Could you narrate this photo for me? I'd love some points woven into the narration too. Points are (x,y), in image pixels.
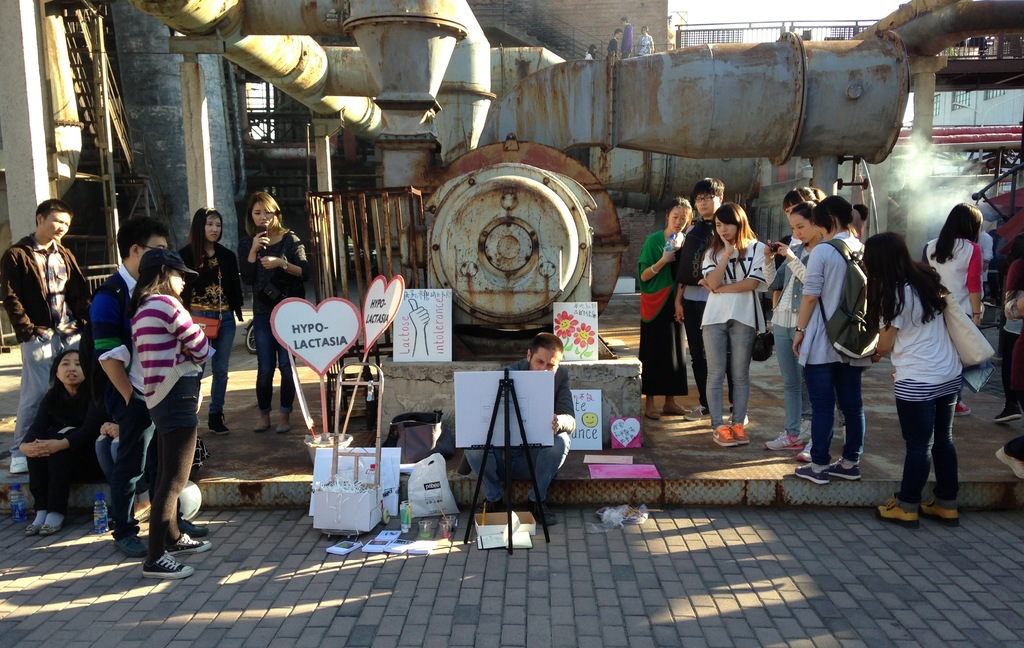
In this image we can see many people (728,318). Some are wearing bags (850,295). There is a person (568,430) sitting. In front of him there is a stand (507,467) with a board (490,417). Also there are papers (371,322) with paintings (418,331) and something written. And there are bottles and some other items (440,477). In the back (364,206) there is a railing (323,231). Also there are pipes (524,118).
